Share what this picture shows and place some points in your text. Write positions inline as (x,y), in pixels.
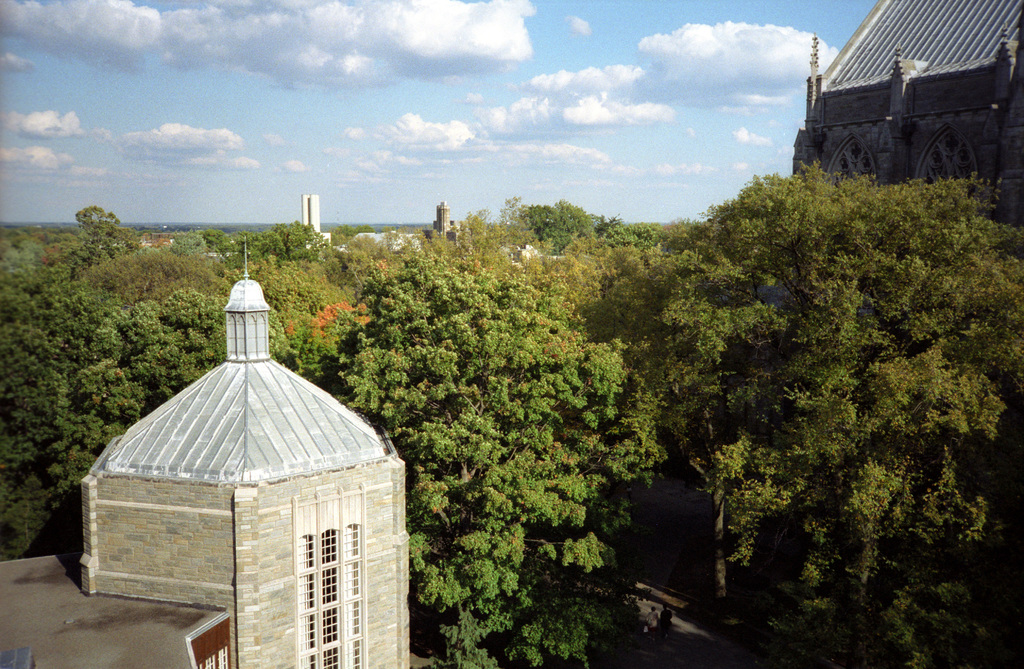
In the image there are two buildings (898,91) and in between the buildings (956,146) there are a lot of trees (615,464).
